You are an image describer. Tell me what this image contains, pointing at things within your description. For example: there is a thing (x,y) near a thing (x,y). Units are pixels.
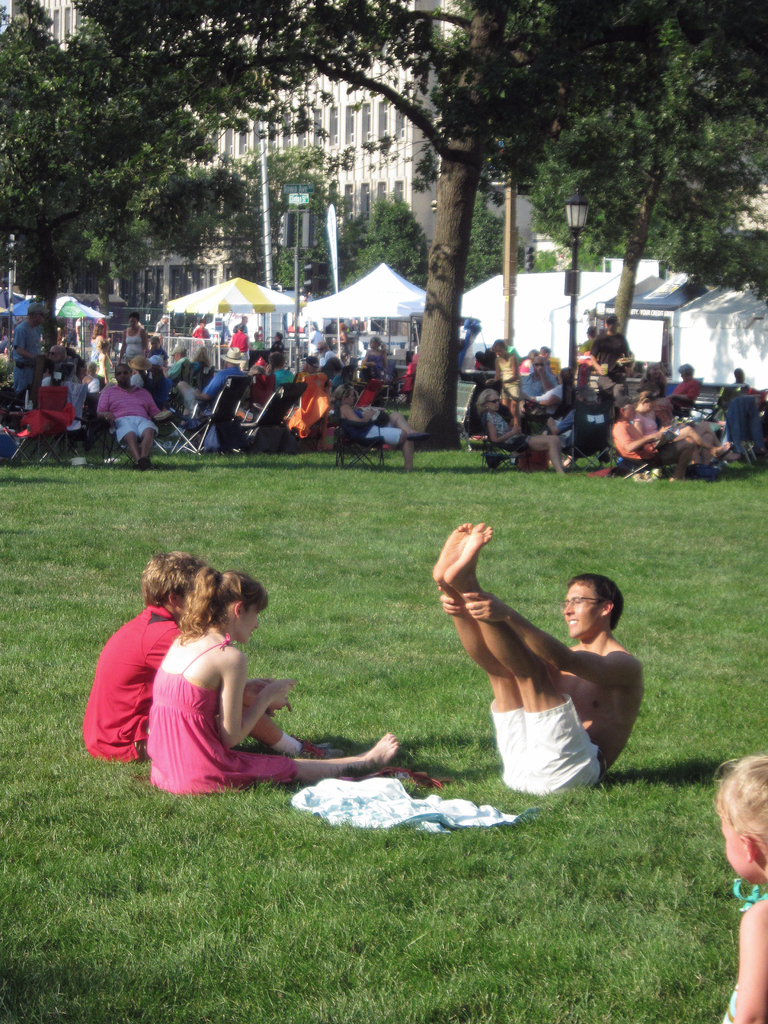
In the foreground (185,757) we can three persons (567,757) sitting on the grass (554,580). Here we can see a baby girl (765,782) on the bottom right side (762,796). Here we can see a man (600,680) and looks like he is doing an exercise. In the background (183,356), we can see a few persons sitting on the deck chairs (726,437). Here we can see the tents (477,288). Here we can see a decorative light pole (577,319) on the right side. In the background (470,154), we can see the buildings (342,187) and trees (567,194).
